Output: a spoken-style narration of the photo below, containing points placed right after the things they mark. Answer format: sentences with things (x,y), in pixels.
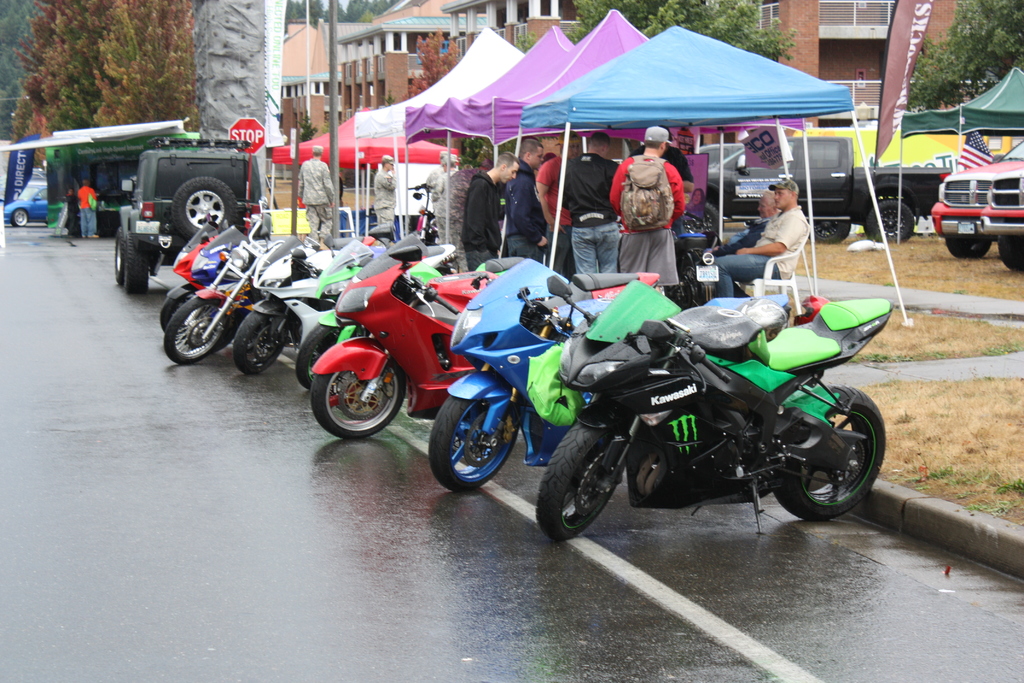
In this image, we can see some vehicles (625,365). There are persons (530,168) and tents (445,93) in the middle of the image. There are buildings (368,62) and trees (923,52) at the top of the image (304,36).
